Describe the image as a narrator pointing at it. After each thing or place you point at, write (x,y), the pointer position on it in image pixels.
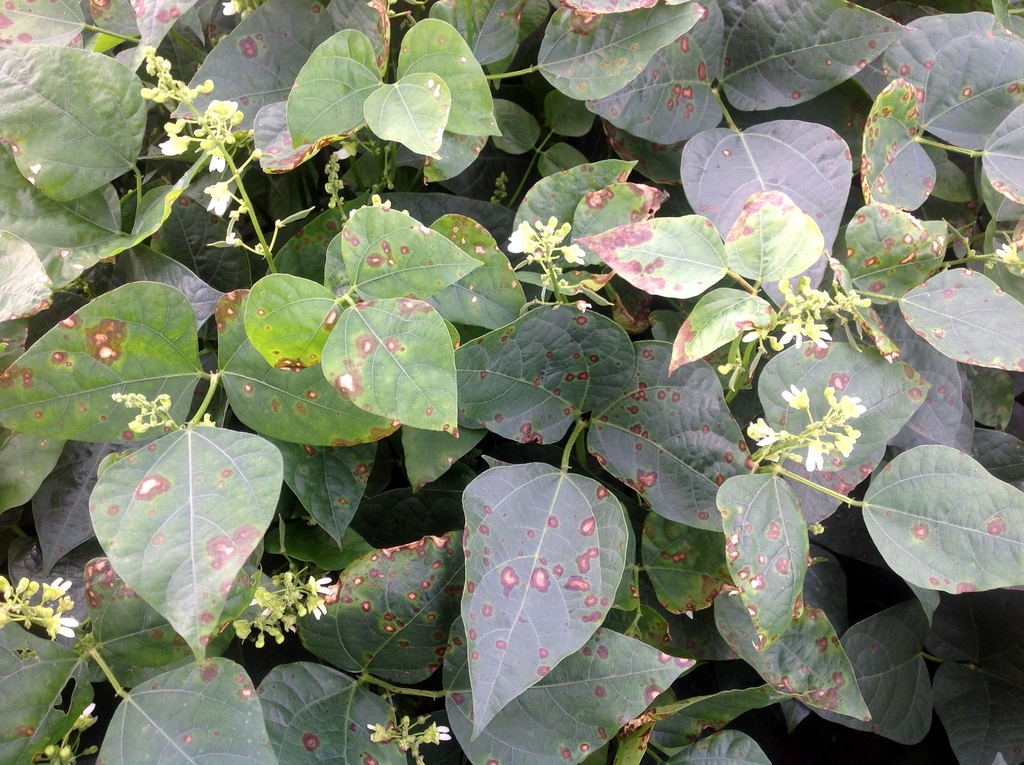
In this image we can see stems (200,412) and leaves (517,401).
